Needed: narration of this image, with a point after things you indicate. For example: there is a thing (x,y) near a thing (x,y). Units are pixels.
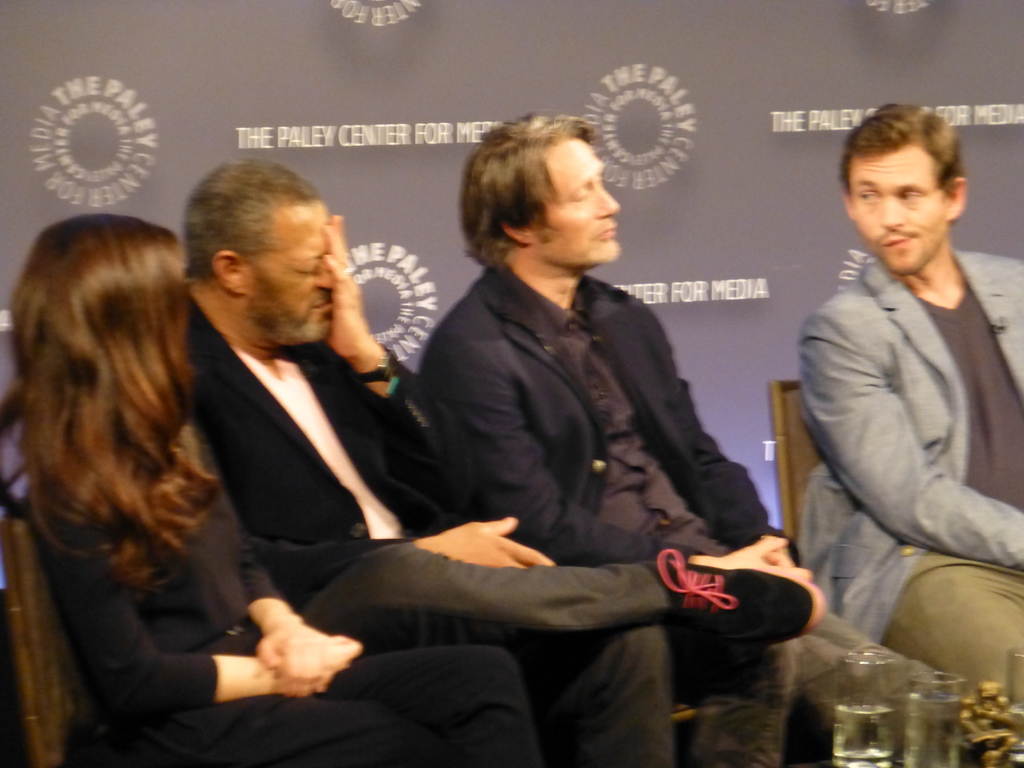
In this image I can see a woman (170,747) and three men (621,602) are sitting on chairs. I can see most of them are wearing black dress (173,692). I can also see few glasses (885,670) over here and in background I can see something is written at few places.
